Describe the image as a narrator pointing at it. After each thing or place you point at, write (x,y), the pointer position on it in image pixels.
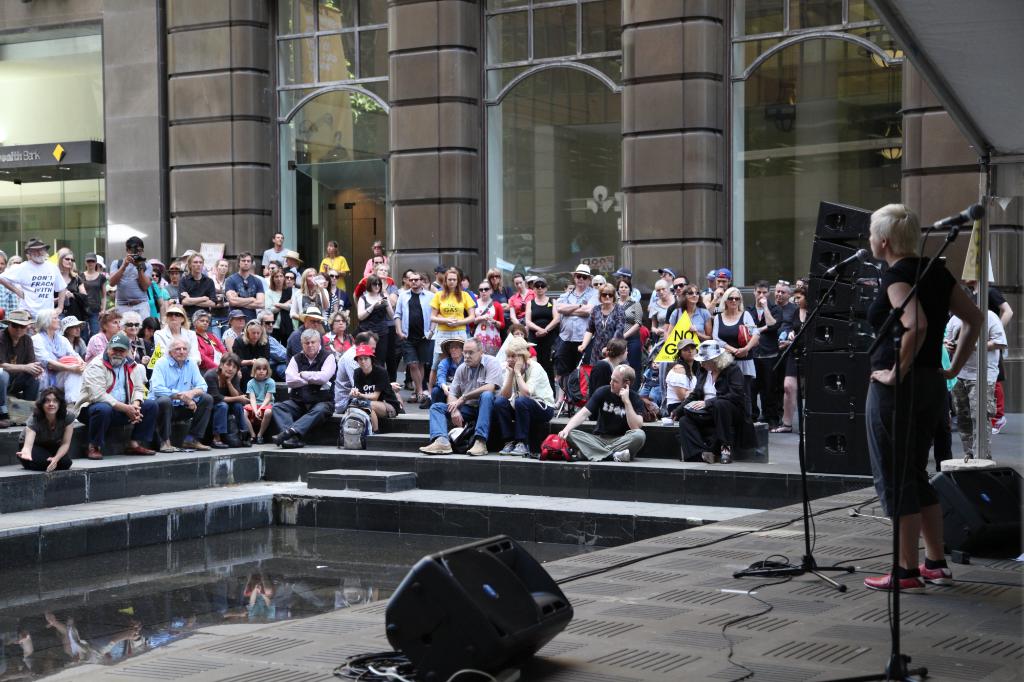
This is looking like a stage (740,589). Here I can see a person (908,442) is standing. In front of this person (887,311) there is a mike stand (802,343) and I can see some speakers (528,584) on the floor (727,581). On the left side (9,588) there are some water (217,578) and stairs (148,513). On the top of it I can see few people (264,373) are sitting and few people (370,283) standing. Everyone are looking at this person (900,291). In the background (505,118), I can see a building (399,96).
